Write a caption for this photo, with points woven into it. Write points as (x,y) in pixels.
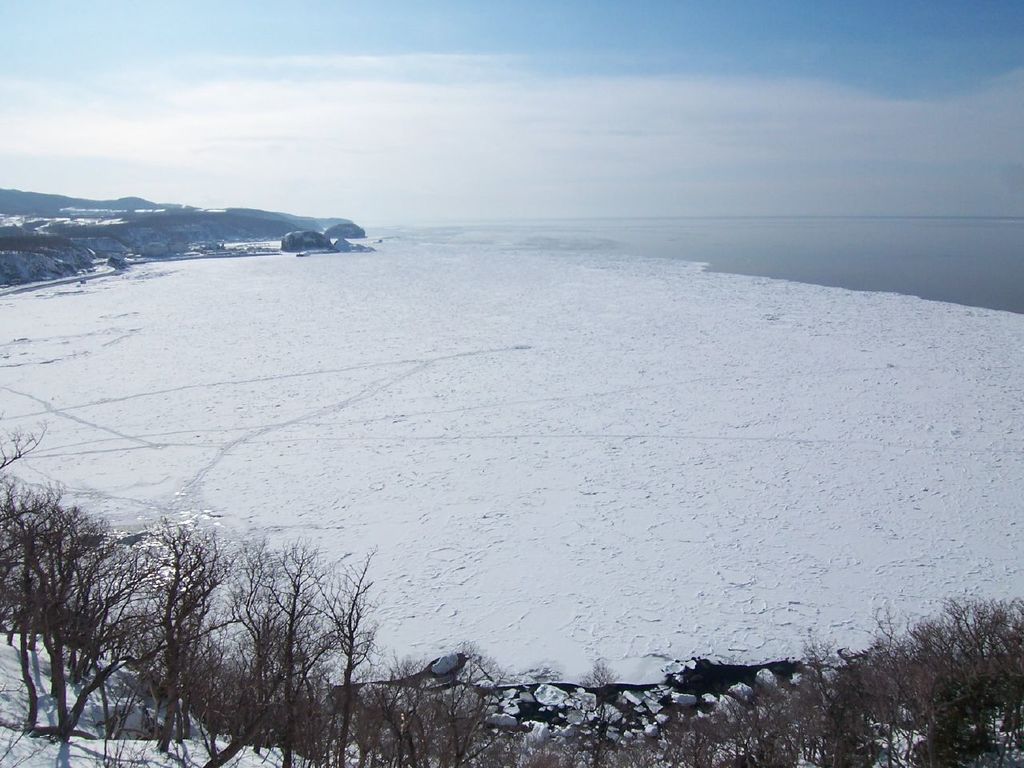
In this image, I can see hills (38,264), trees (826,694) and the snow (559,435). On the right side of the image (884,265), there is water (942,242). In the background (355,72), there is the sky (592,100).
